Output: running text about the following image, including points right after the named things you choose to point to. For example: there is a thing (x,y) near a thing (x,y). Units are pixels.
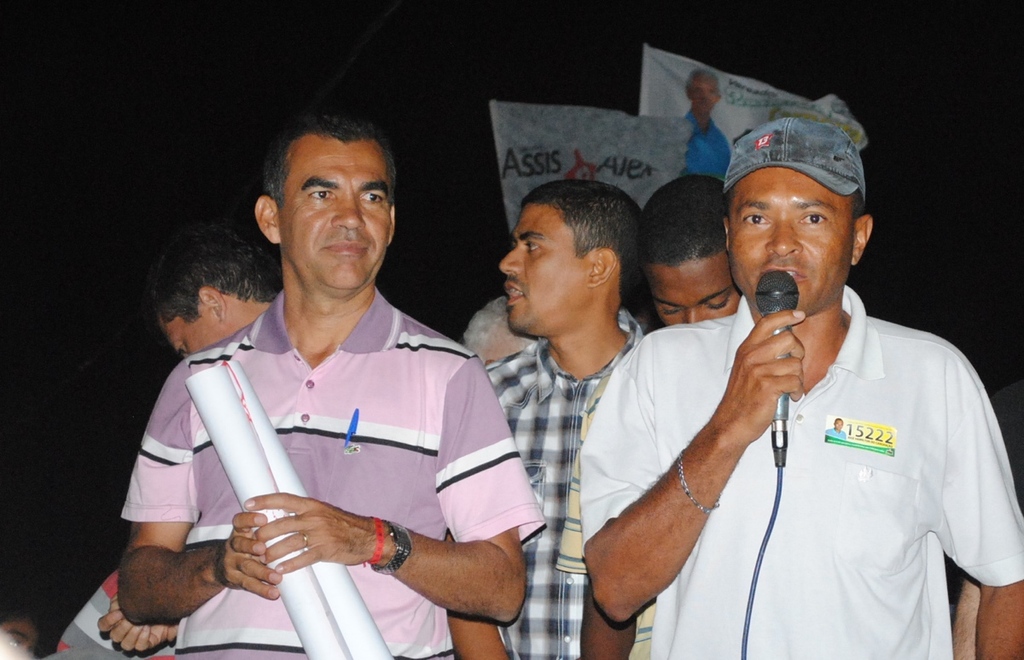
In this image there is a person (760,329) holding a mic (770,305) is speaking, beside the person (679,410) there is another person (307,403) holding papers (267,468) in his hand (286,518) is having a smile in his face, behind them there are a few other people (534,275) standing.
